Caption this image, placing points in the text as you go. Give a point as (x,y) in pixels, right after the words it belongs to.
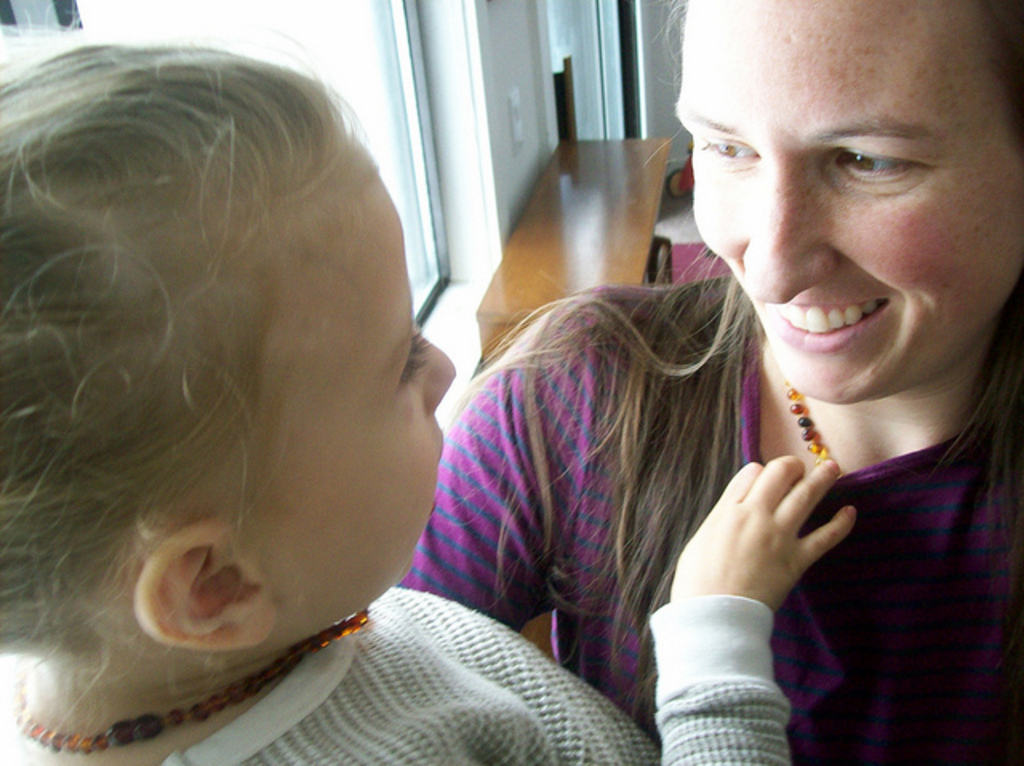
In this image I can see two people (571,646) with different color dresses (575,665). In the background (550,291) I can see the wooden bench (547,266) and the windows (430,93) to the wall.
